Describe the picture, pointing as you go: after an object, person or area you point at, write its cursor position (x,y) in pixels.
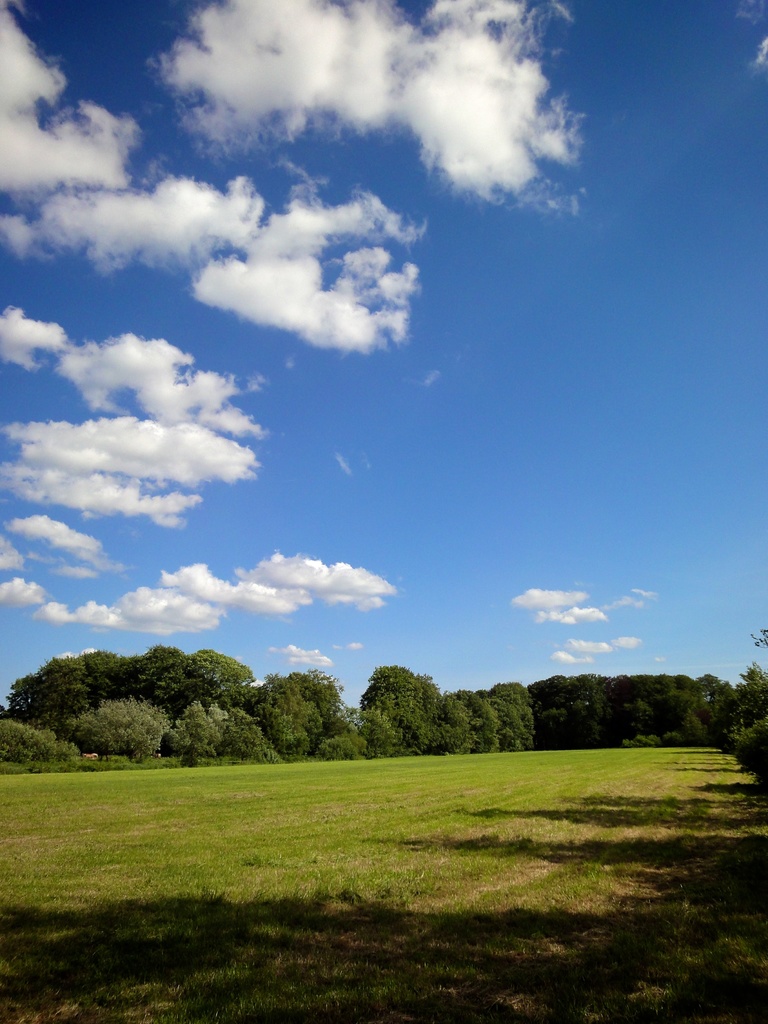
In this picture I can observe some grass (271,850) on the ground (271,850). In the background (248,727) there are some trees (248,715) and clouds (287,313) in the sky (309,418).
